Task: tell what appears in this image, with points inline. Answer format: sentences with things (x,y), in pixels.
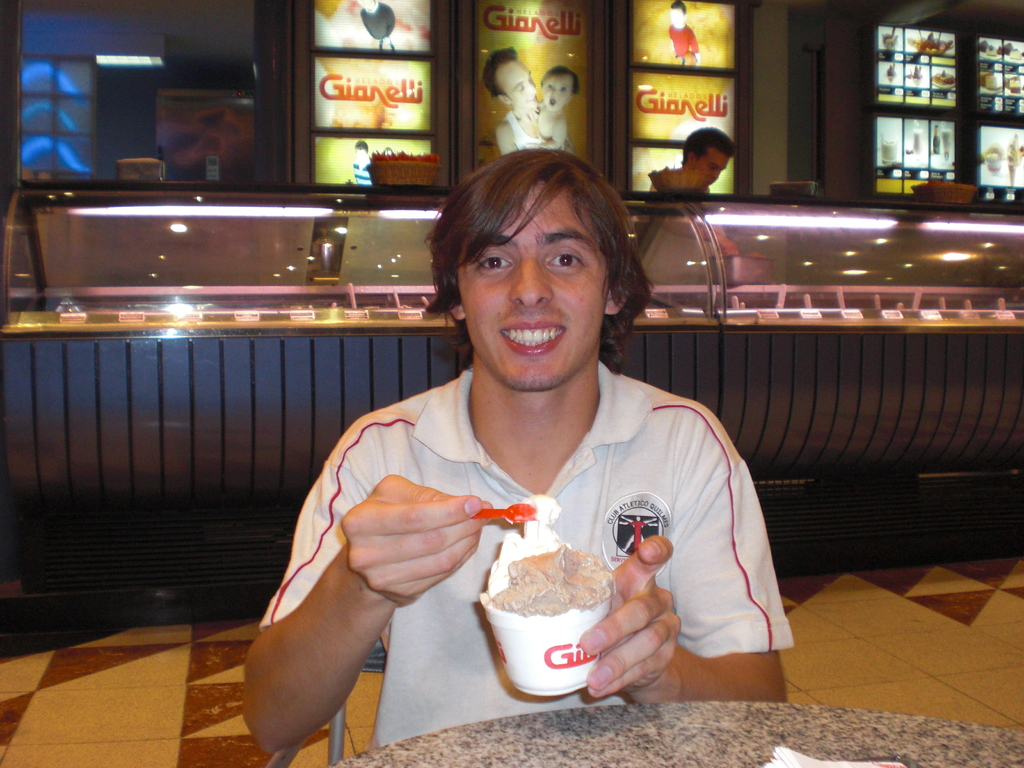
In this image in the middle (536,367) there is a man (534,451), he wears a t shirt (447,589), he is holding a cup of ice cream (528,588), in front of him there is a table (707,725) on that there are tissues (775,764). In the background (760,266) there is a man (691,230), he wears a jacket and there are lights (240,209), posters (396,113), glass (774,252) and floor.
